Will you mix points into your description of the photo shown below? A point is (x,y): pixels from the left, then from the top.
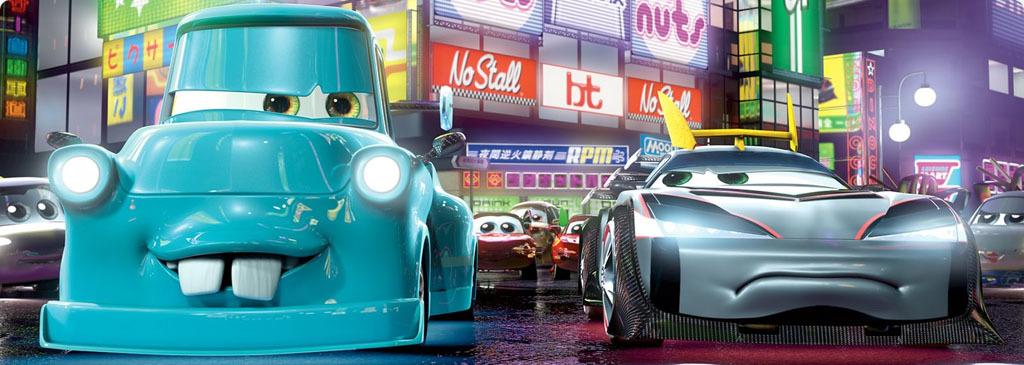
In this image we can see a cartoon image. In the image there are cars (446,201) on the floor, buildings (815,78), street poles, street lights (903,88) and advertisement boards (869,90).
